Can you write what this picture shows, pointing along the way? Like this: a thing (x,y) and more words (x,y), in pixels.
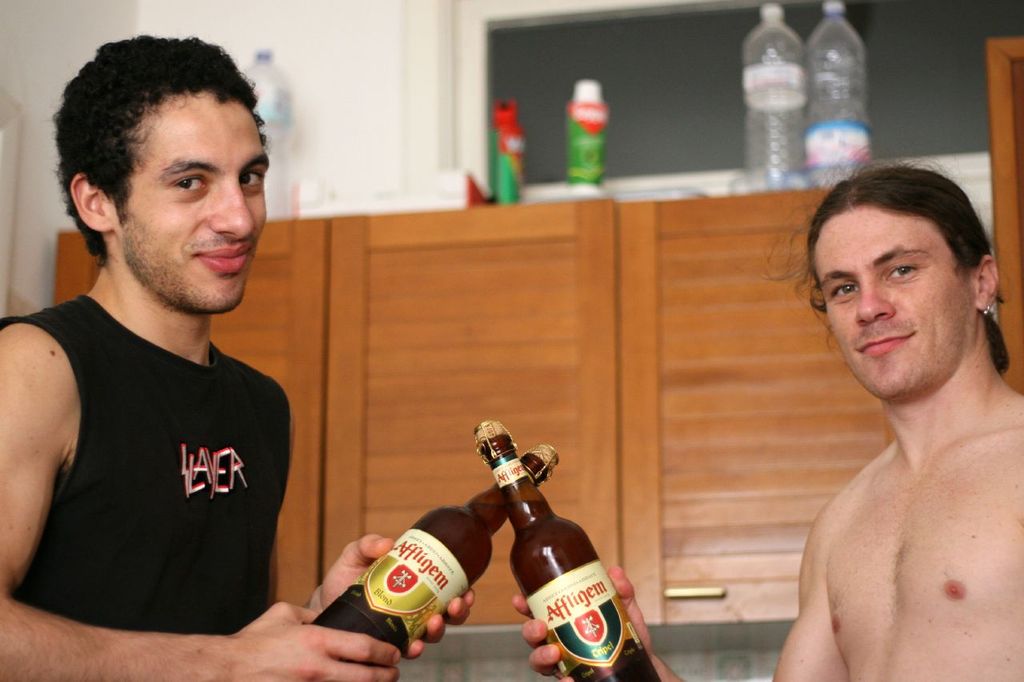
In this image on the right (916,363) there is a man (937,559) he is holding a bottle (552,551). On the left (118,404) there is a man (120,264) he is smiling he holds a bottle (372,569) he wears black t shirt (147,465). In the background (806,333), there is a wardrobe (795,308) on that there are bottles (842,100) and there is a wall (370,96).
